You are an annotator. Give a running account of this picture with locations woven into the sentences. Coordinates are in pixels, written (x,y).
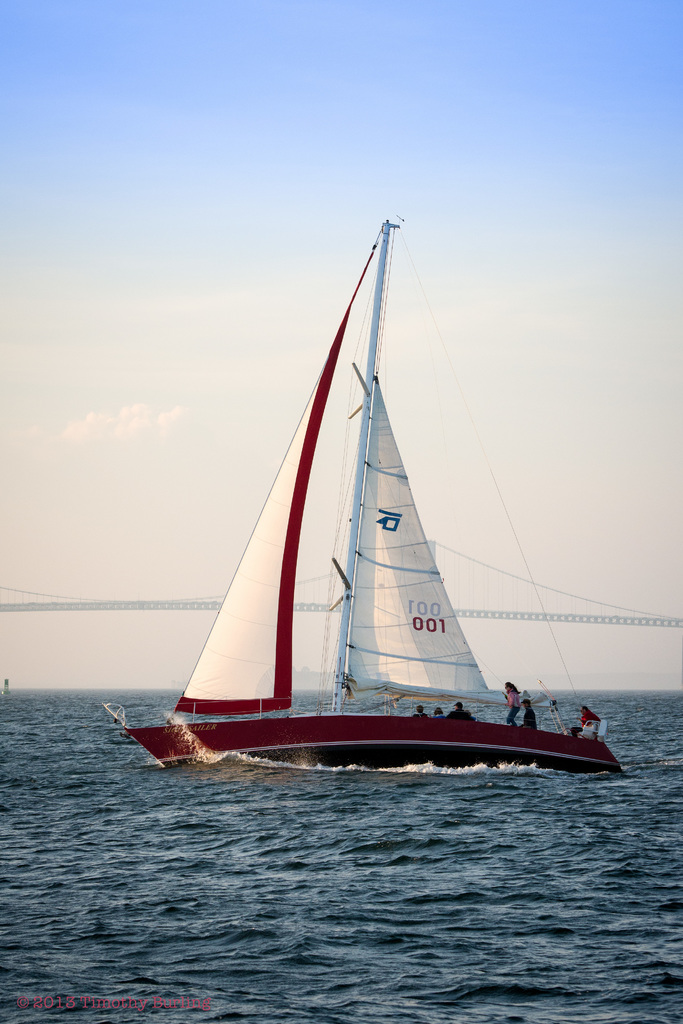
In this image there is a boat (447,741) in the water (372,888). On the boat (454,728) there are people (530,719). In the background of the image (249,246) there is sky (189,213). There is some text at the bottom of the image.
